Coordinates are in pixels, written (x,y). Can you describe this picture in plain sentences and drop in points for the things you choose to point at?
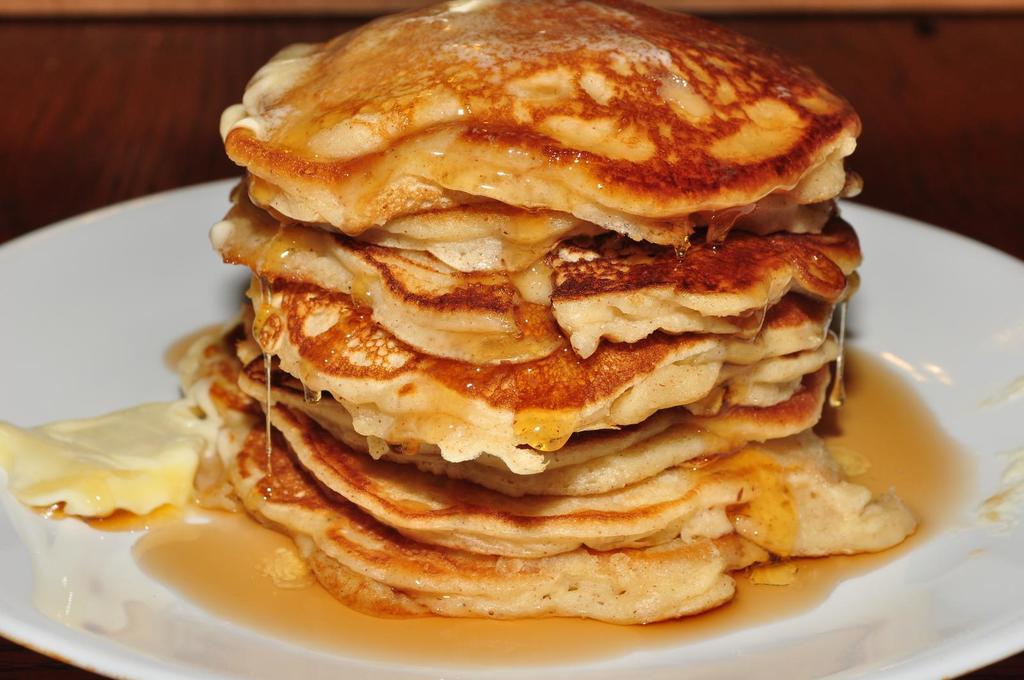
In the white plate (119,245) we can see pancakes (616,438) along with honey (392,162). Background of the image (978,216) it is blur.
